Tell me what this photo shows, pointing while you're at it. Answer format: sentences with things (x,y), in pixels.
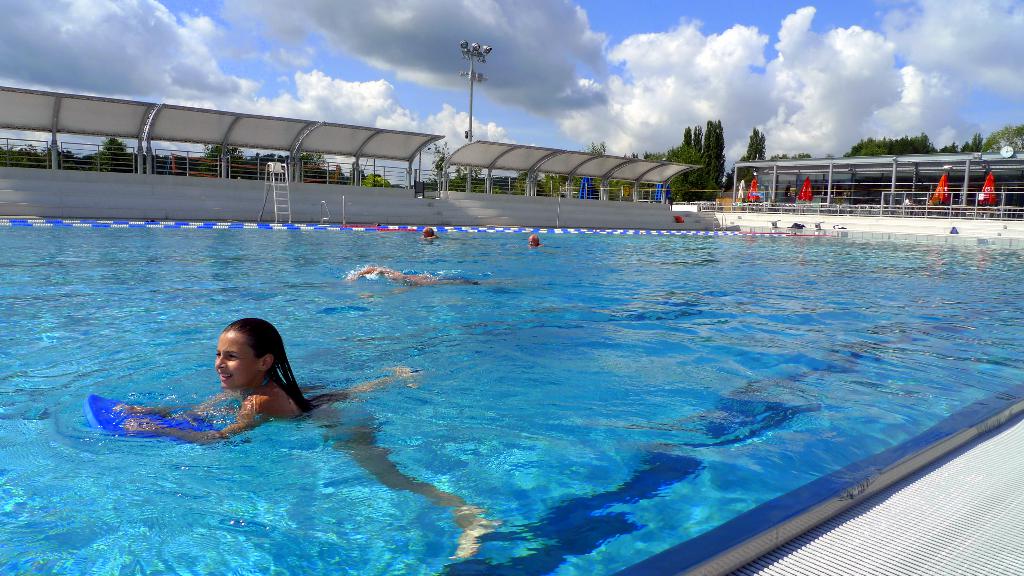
In the picture we can see group of people (406,368) swimming in pool (482,271) and there are some stairs (112,196), in the background of the picture (522,89) there are some trees (612,195) and sunny sky (550,118).
